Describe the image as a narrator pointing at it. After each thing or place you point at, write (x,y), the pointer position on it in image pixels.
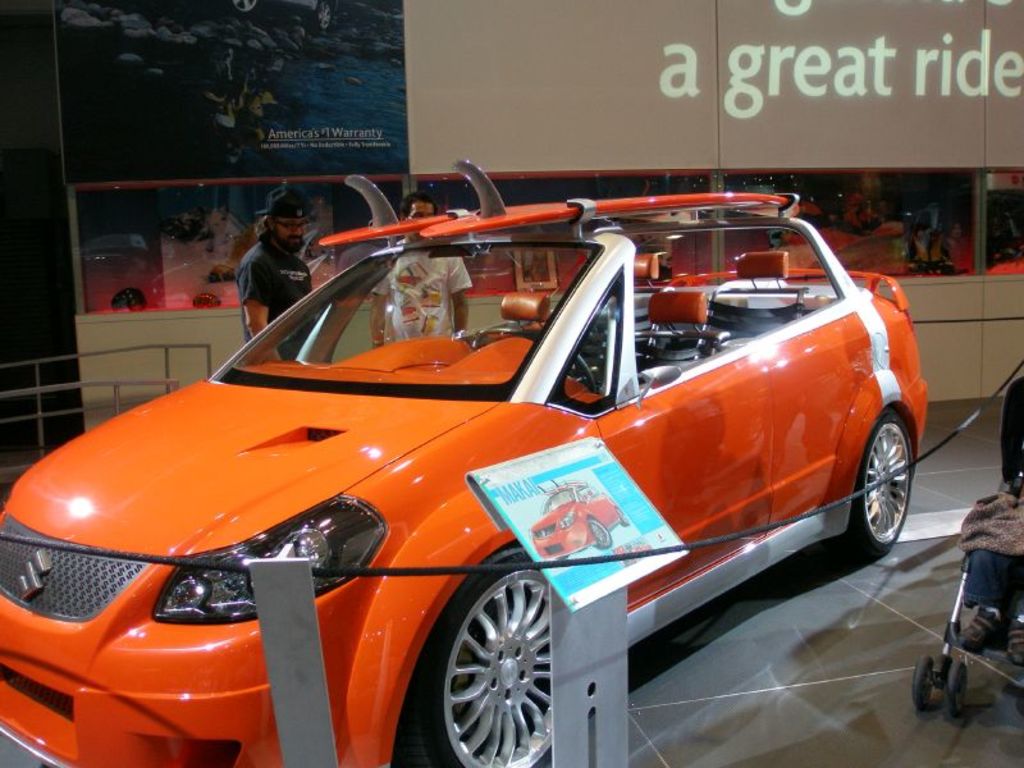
This picture shows a car (249,484) in the showroom (530,8). It is orange in color and we see a baby trolley (952,645) on the side and couple of men (293,273) standing and a man (296,214) wore hat (296,209) on his head (296,230) and we see a board (576,574) to the stand (600,643).
